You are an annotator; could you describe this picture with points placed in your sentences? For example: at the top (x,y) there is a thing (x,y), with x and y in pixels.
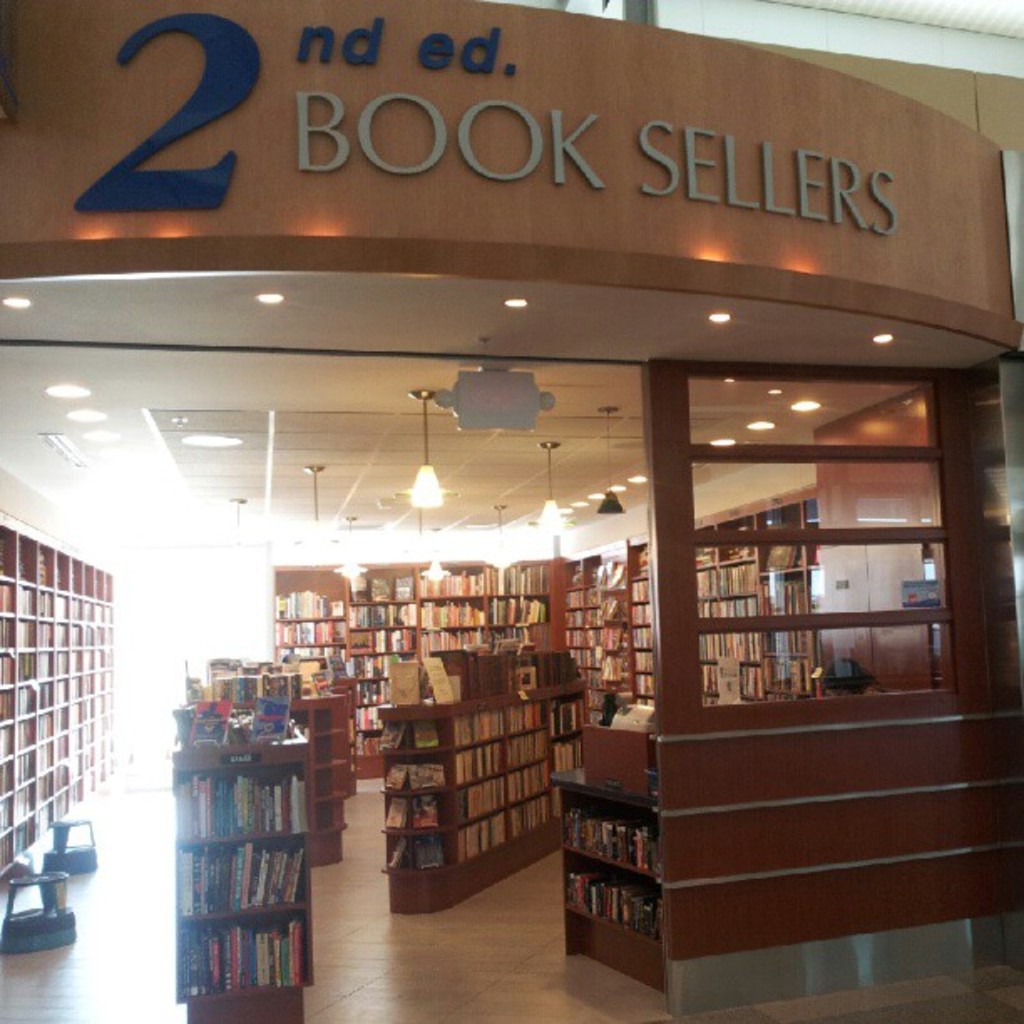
In this image we can see a store (334,664). In the store (283,523) there are electric lights (421,492) attached to the roof (453,353) and hanging from the roof (363,468), books (192,725) arranged in the cupboards (394,761), desk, seating stools (62,837) and a name board (526,121).
